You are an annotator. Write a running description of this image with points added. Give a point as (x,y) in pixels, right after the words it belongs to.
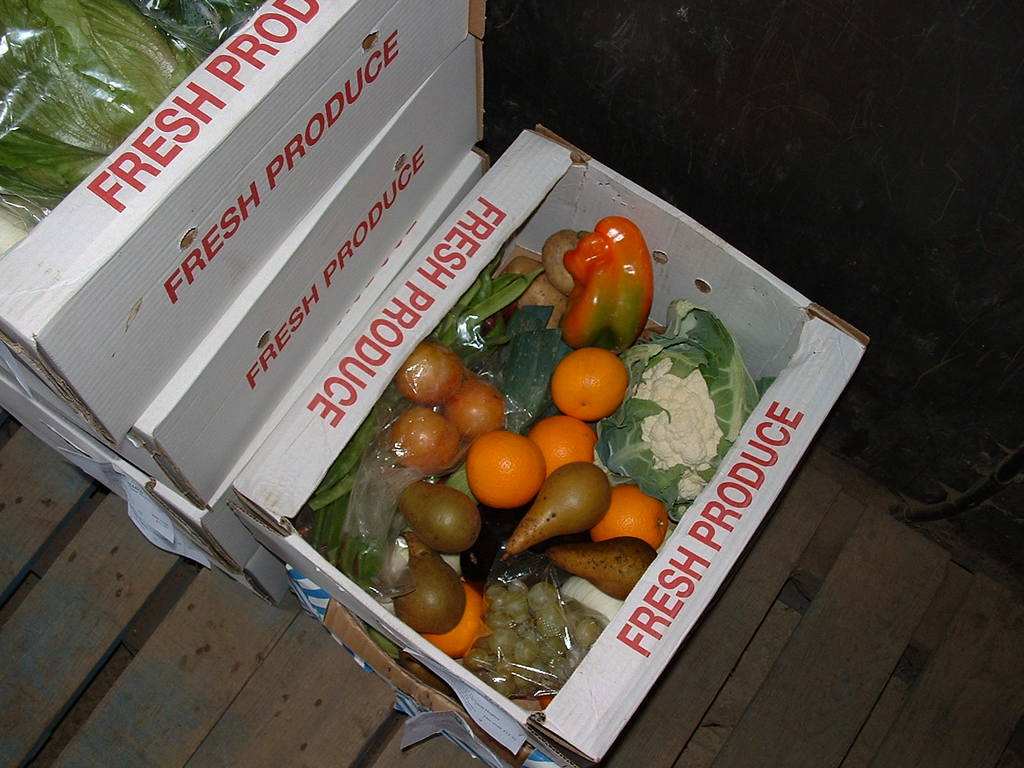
In this image we can see boxes (239,355) containing vegetables (468,339). At the bottom (853,582) there is a wooden block (646,738).
